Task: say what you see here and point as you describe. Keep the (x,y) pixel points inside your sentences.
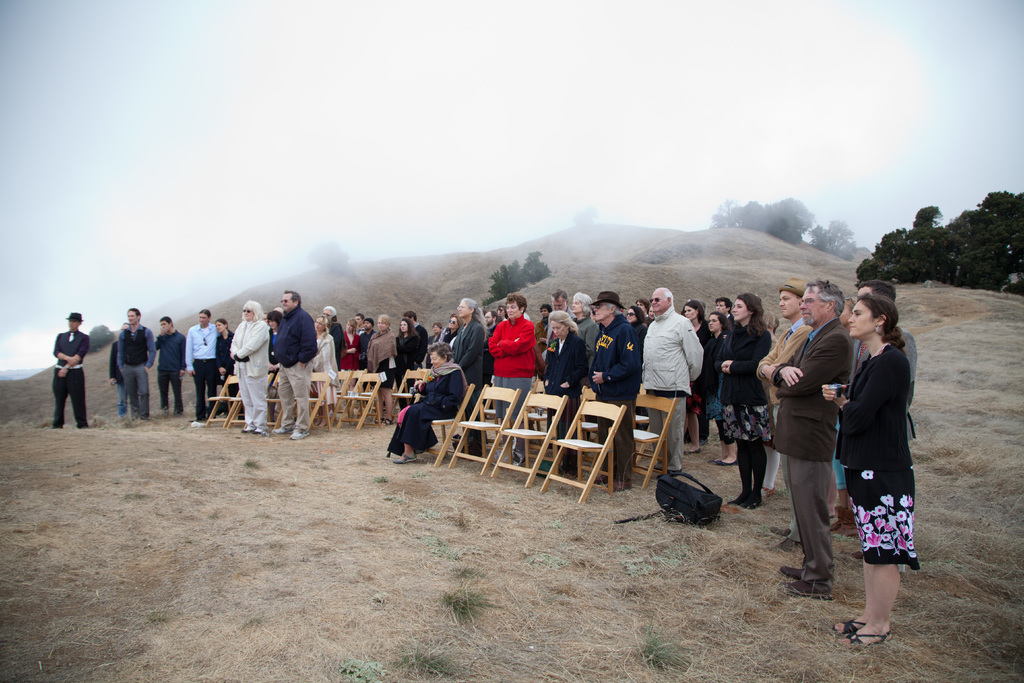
In the image there are many people (589,356) stood and there is woman (430,350) in the front (443,386) sat on chair (452,435) and they all are on hill (856,257) and there are some trees (939,242) on hill (814,248) above its cloudy over the sky (91,114).
